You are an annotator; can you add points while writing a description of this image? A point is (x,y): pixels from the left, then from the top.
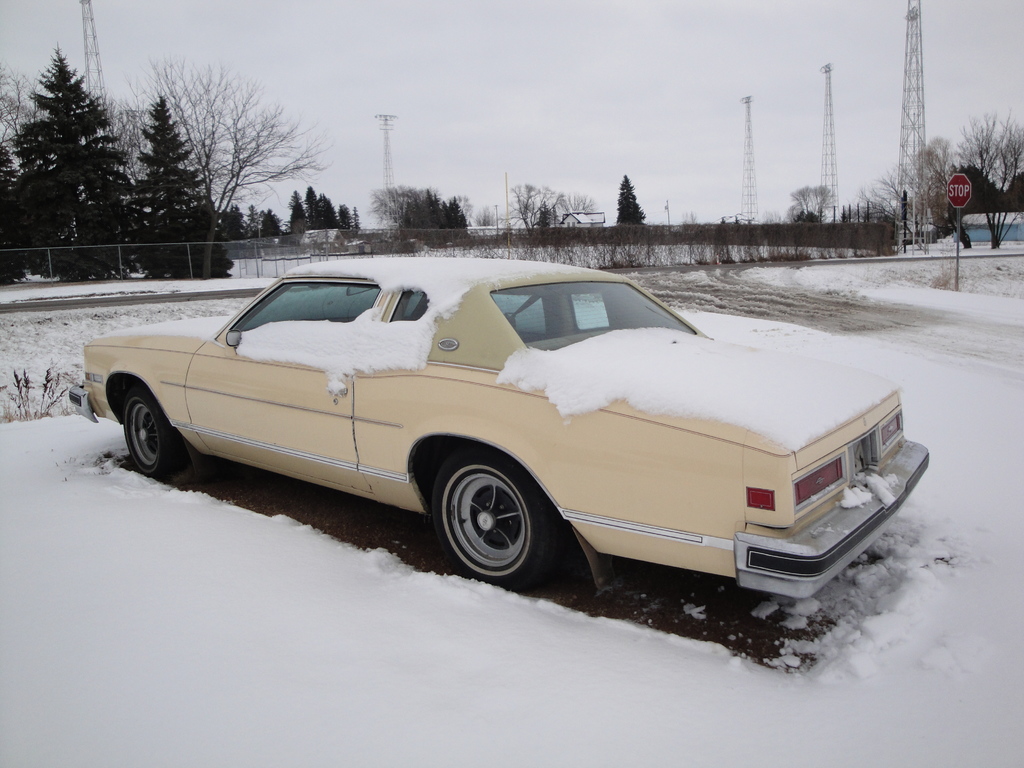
In this image in the center (616,424) there is one car (473,382), and on the car (660,447) there is snow (516,382) and at the bottom (734,749) there is snow (911,398). And in the background (324,224) there is a net (123,264), trees (946,182), towers (923,192), poles (958,254) and boards (961,200) and at the top of the image (557,44) there is sky (594,50).
